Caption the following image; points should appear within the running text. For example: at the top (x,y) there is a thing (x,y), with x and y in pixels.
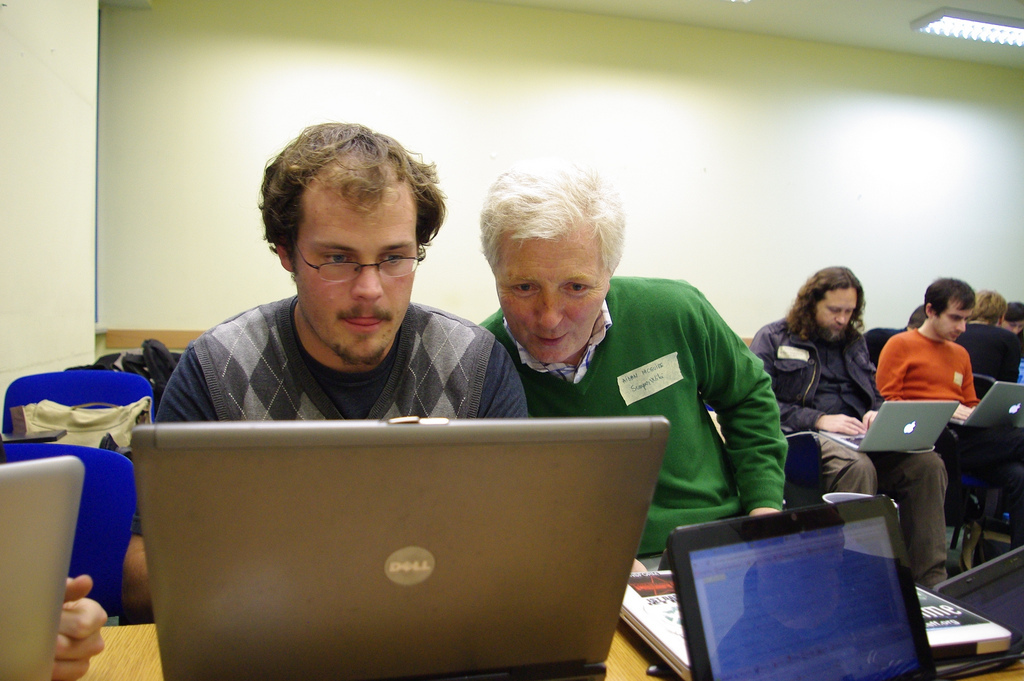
This image is taken indoors. In the background (154,191) there is a wall (755,173). In the middle of the image (653,304) two men (434,379) are sitting on the chairs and there is a table (126,653) with three laptops (331,569) and a book (962,642) on it. On the left side of the image (85,460) there are a few chairs (115,390) and a table (23,437) with a few things (164,377) on it. On the right side of the image (828,345) a few people (838,412) are sitting on the chairs (974,496) and using laptops (927,410). At the top of the image (864,36) there is a ceiling (985,54) with a light (957,31).
